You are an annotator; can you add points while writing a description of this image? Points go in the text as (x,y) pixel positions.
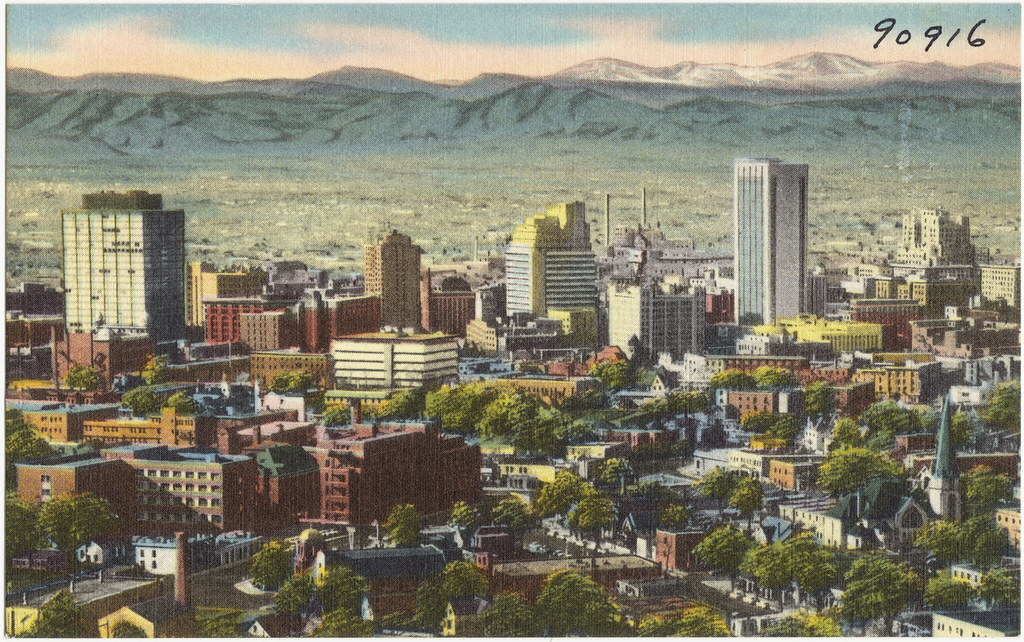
In the image we can see there are lot of buildings (384,478) and trees (555,439). Behind there are mountains (637,129).
